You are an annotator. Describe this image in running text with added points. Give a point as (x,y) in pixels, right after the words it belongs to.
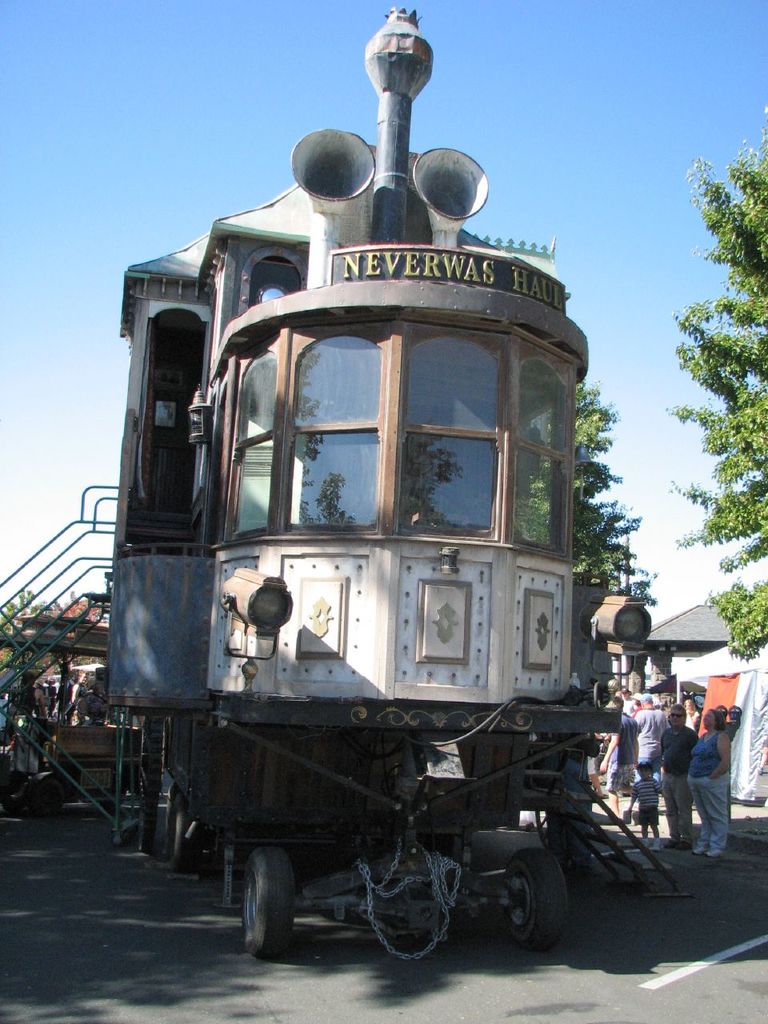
In this picture I can see there is a train (287,827) and it has few stairs (49,652) at left side (10,642), there are a few people (615,706) standing on the right side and there is a building (682,626), trees (721,599) and the sky (462,88) are clear.
